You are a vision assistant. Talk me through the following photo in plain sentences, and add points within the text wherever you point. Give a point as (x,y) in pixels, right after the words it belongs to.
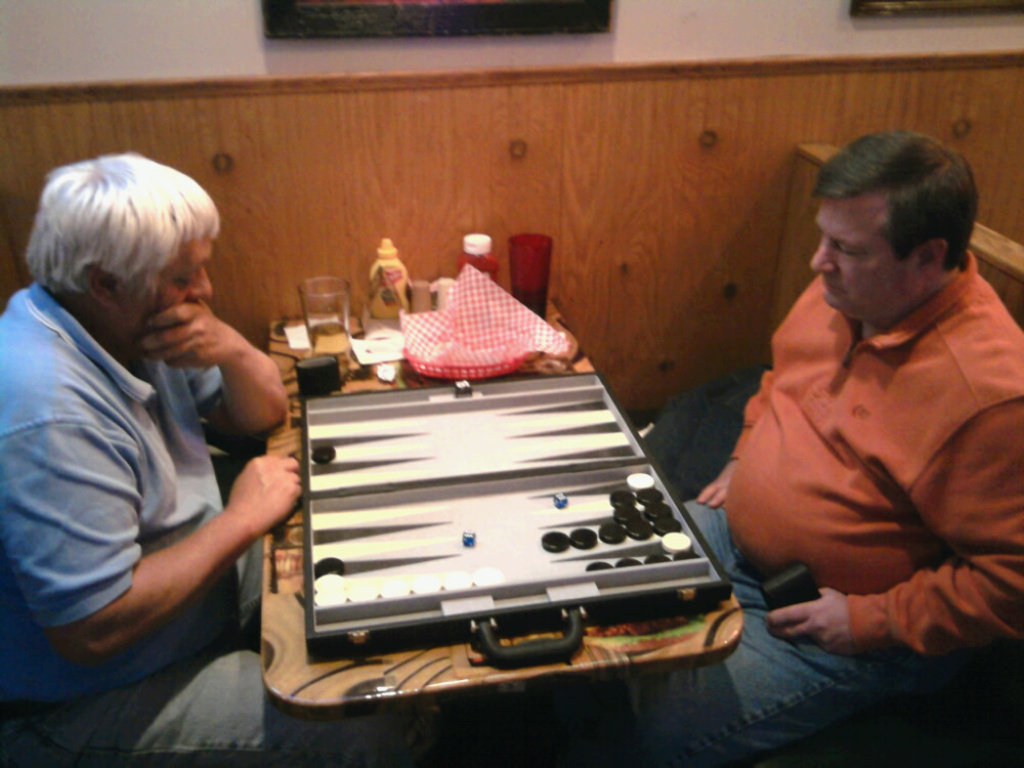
There is a person (52,245) in blue color t-shirt (80,449), sitting on a chair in front of a table (613,640), on which, there is a board (391,497), there are bottles (477,251), glass (531,249) and other objects (510,348). On the right side (985,630), there is a person (940,281) in orange color shirt (869,367), holding a black color object (773,600) and sitting on a chair (721,445), near a wooden wall (470,104). In the background (340,6), there are photo frames (281,16) on the white wall (187,28).
